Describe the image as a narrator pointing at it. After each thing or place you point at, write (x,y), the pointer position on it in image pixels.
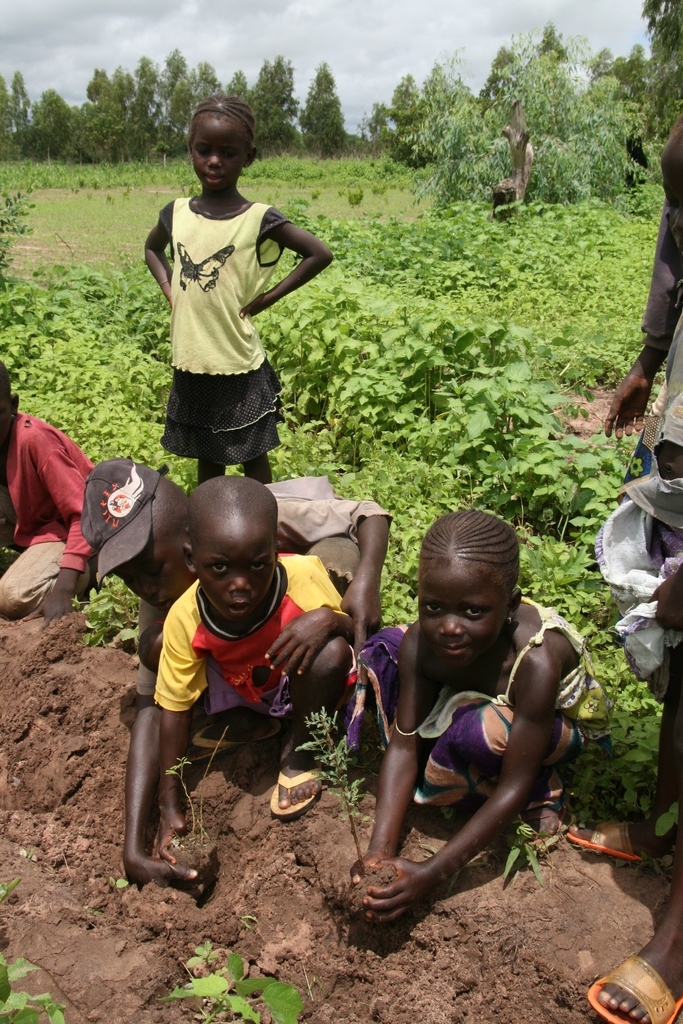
In the middle of the image (352,622) few kids (658,648) are standing and sitting. Behind them we can see some plants (14,284) and trees (607,150). At the bottom of the image (69,728) we can see sand (120,738). At the top of the image (536,3) we can see some clouds (32,10) in the sky (321,1).
